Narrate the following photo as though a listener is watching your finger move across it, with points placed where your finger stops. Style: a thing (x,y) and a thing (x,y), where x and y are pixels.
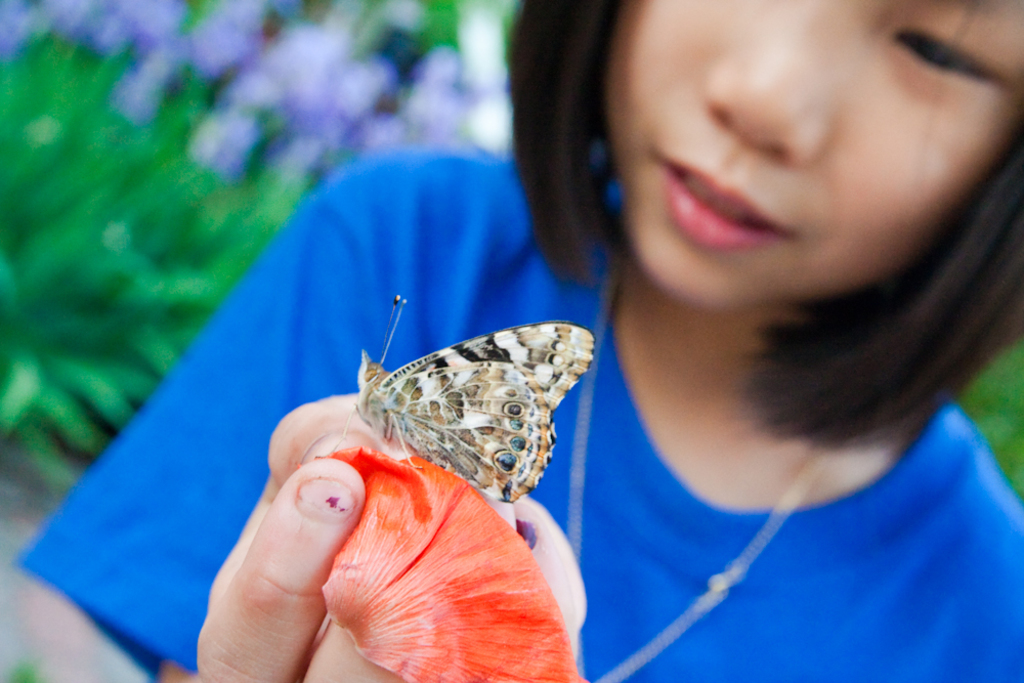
There is a girl (599,174) holding something in the hand (291,537). On that there is a butterfly (379,377). In the background (248,105) it is green and blurred.
